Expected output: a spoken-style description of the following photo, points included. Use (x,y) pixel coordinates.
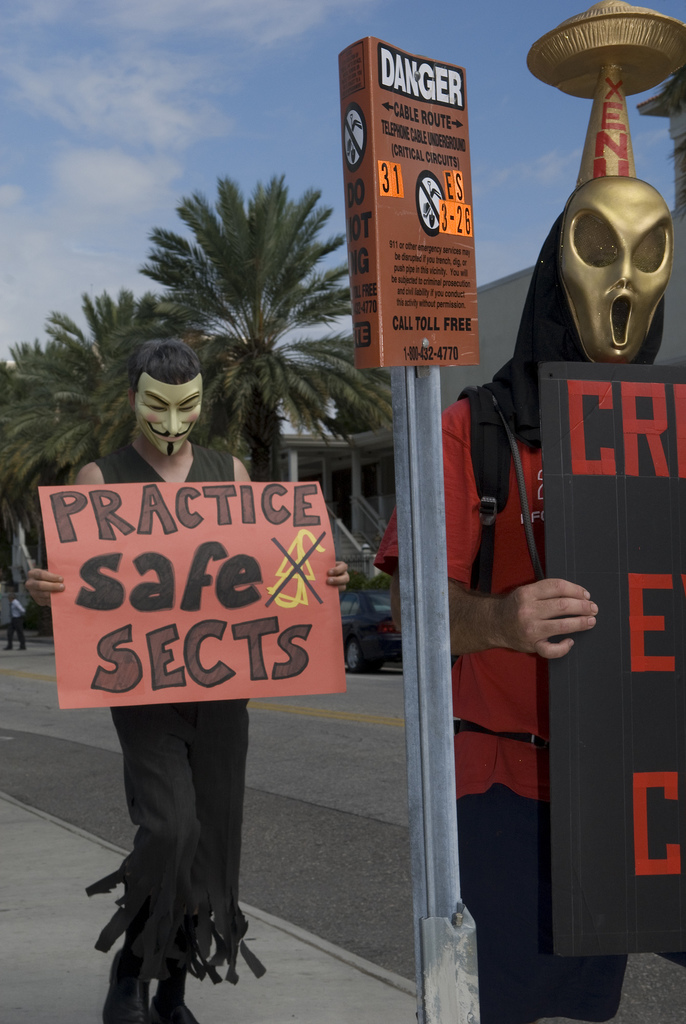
In this picture we can see two people (149,715) wearing a mask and holding boards (684,433) in their hands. There is a board (452,273) on the pole (467,923). We can see a few trees (317,323) and a building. Sky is blue in color and cloudy.
